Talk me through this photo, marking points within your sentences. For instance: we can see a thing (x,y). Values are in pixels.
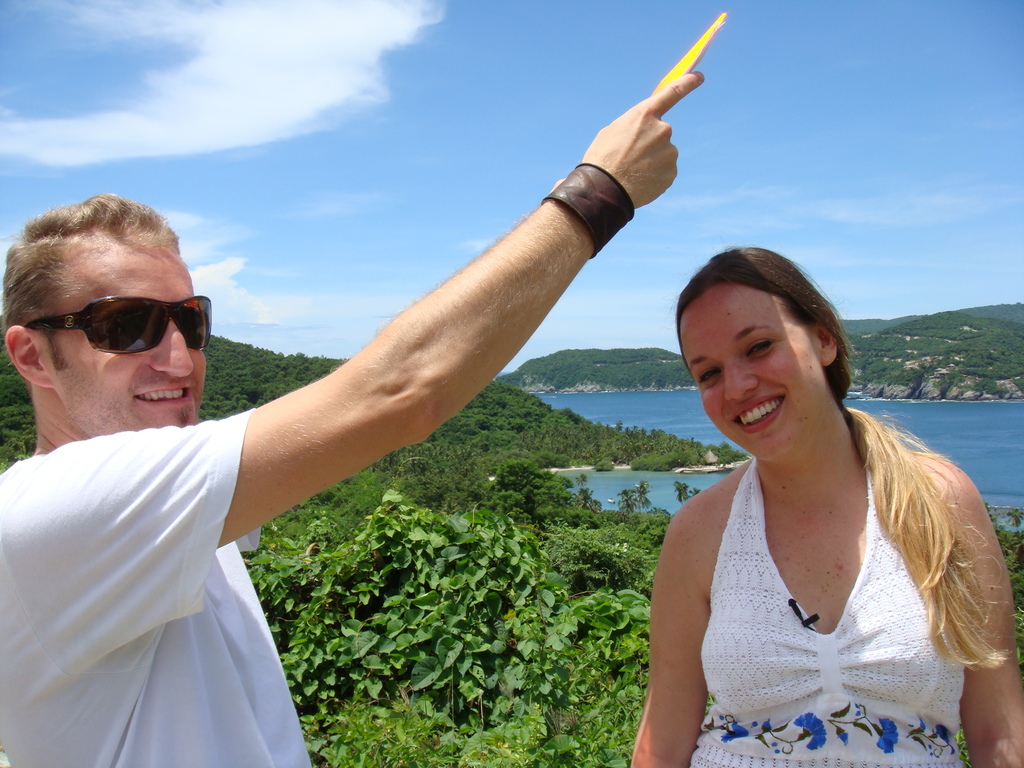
This picture is clicked outside the city. On the left (67,431) there is a man (88,472) wearing white color t-shirt (173,531) and holding a yellow color object (703,44). On the right (791,477) there is a woman (861,557) wearing white color t-shirt (803,637), smiling and standing. In the background (689,41) there is a sky (688,118), green grass (1008,361), plants (463,579) and a water body (988,419).
